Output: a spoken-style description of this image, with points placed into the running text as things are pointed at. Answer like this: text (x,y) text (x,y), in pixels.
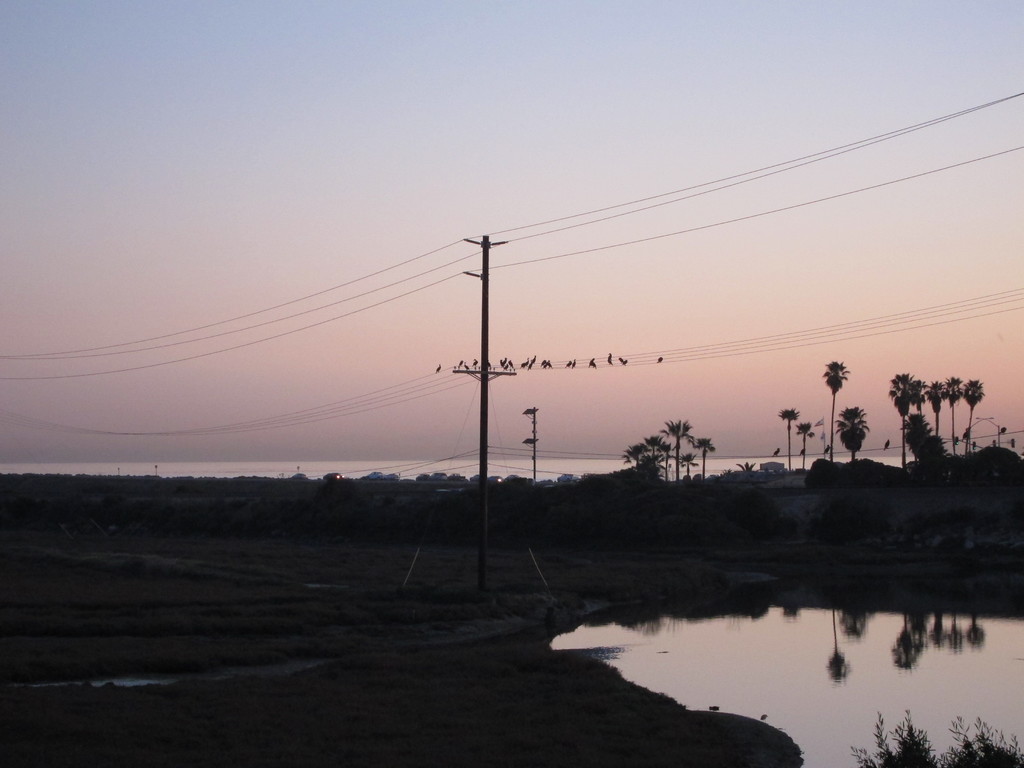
In this picture we can see there are trees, water (737,615) and electric poles (477,372) with cables (319,292) and there are birds (508,365) on the cables (409,380). Behind the trees (848,424) there is the sky (488,198).
